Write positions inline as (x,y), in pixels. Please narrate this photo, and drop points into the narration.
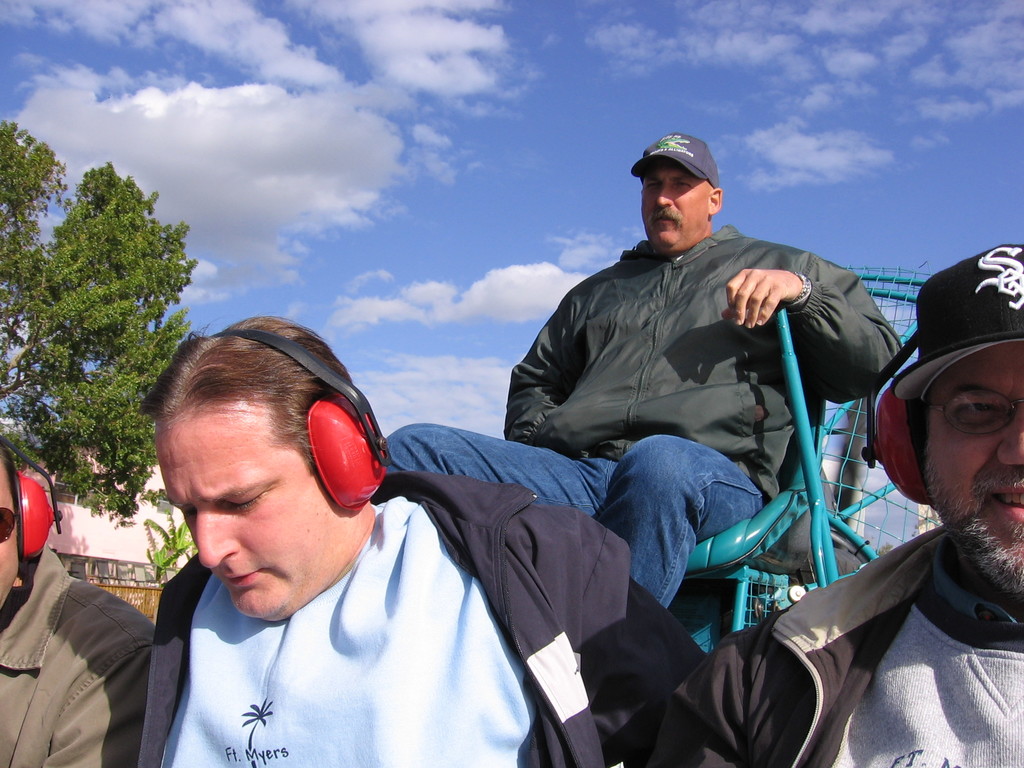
Here in this picture we can see a person (594,332) wearing a jacket (606,320) and a cap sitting on a chair (776,509) present over a place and in front of him we can see other number of people (323,574) present and all of them are wearing headsets (368,497) and the man (995,300) on the right side (954,296) is wearing a cap (995,300) and behind them we can see plants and trees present and we can see clouds (447,362) in the sky (585,216) and we can also see a house (142,577) present.
